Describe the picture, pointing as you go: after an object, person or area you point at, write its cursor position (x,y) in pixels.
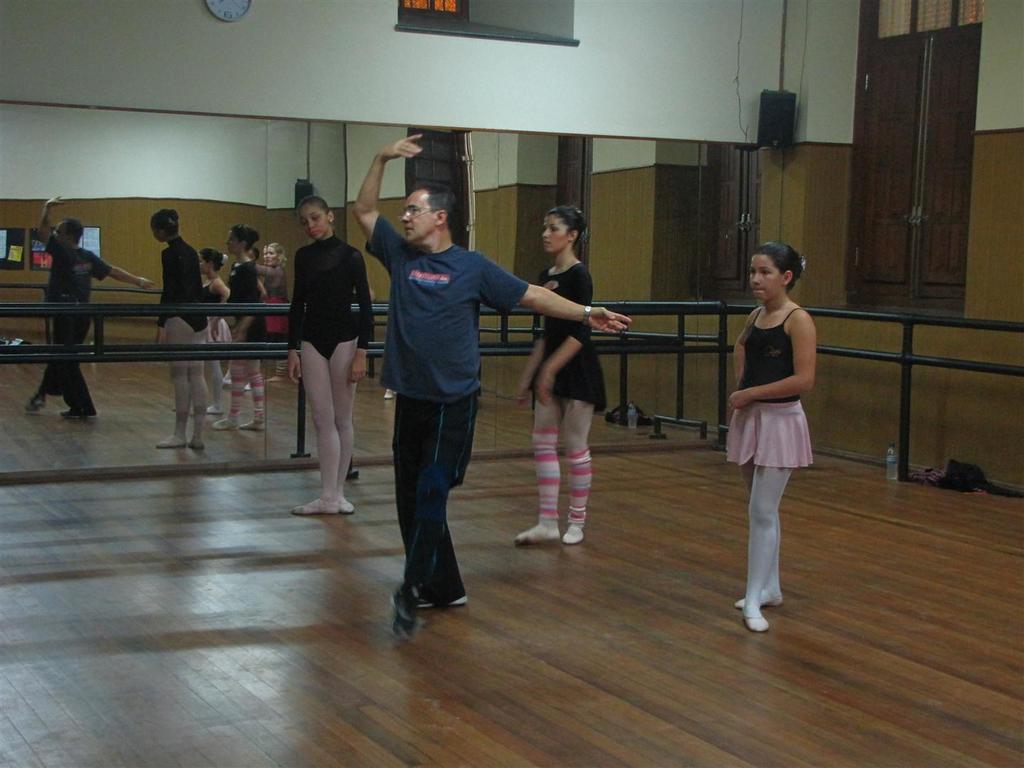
In this image we can see few people (436,312) standing on the floor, there is a mirror (169,226) to the wall (216,235), in the mirror (199,284), we can see the reflection (218,291) of people (244,333), a board (33,239) with posters (95,242) to the wall (383,206), above the mirror (277,166) there is a clock (234,14), window (459,10), and a speaker (784,133) to the wall (743,67) and on the right side (914,50) there is a window (927,155) and a bottle (893,472) near the railing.
